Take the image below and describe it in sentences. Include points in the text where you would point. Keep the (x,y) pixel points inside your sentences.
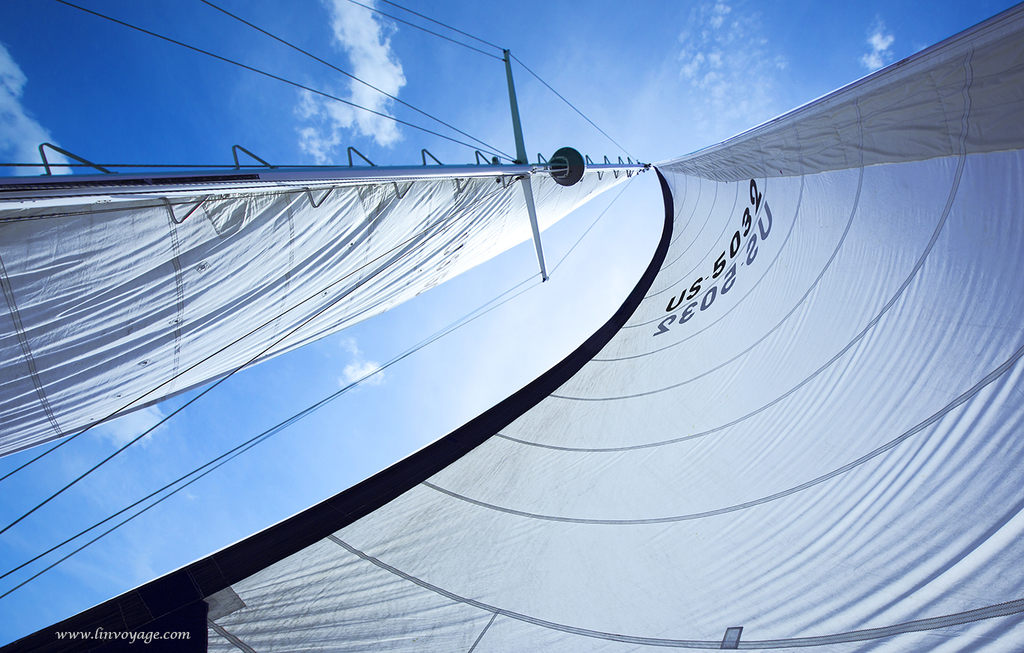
In this image we can see the poles (537,235), there are clothes (751,250) and ropes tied to poles (368,175), there are text (696,290) on the cloth (690,273), also we can see the cloudy sky (125,588), and text (104,634) on the image.
